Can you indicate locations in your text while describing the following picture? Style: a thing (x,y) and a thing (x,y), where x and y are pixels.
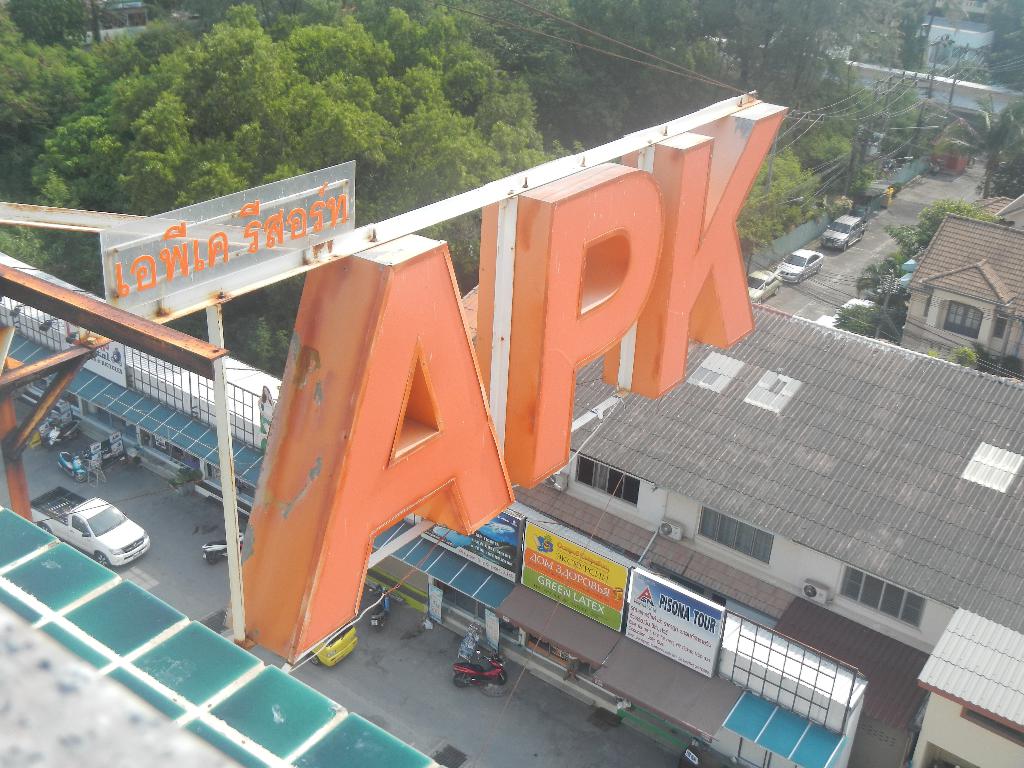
There is a hoarding (672,354) which is attached to the building (5,690). Below this, there is a road (459,721), on which, there are vehicles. Beside this road (457,695), there is a building (716,447) which is having glass windows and roof (842,504). Back to this building (790,451), there are vehicles (758,288) parked aside on the road (870,232), near a building (1005,251) which is having glass window (958,321) and roof (957,261). In the background (484,72), there are trees (319,123), plants (795,185), white wall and other objects (947,17).
